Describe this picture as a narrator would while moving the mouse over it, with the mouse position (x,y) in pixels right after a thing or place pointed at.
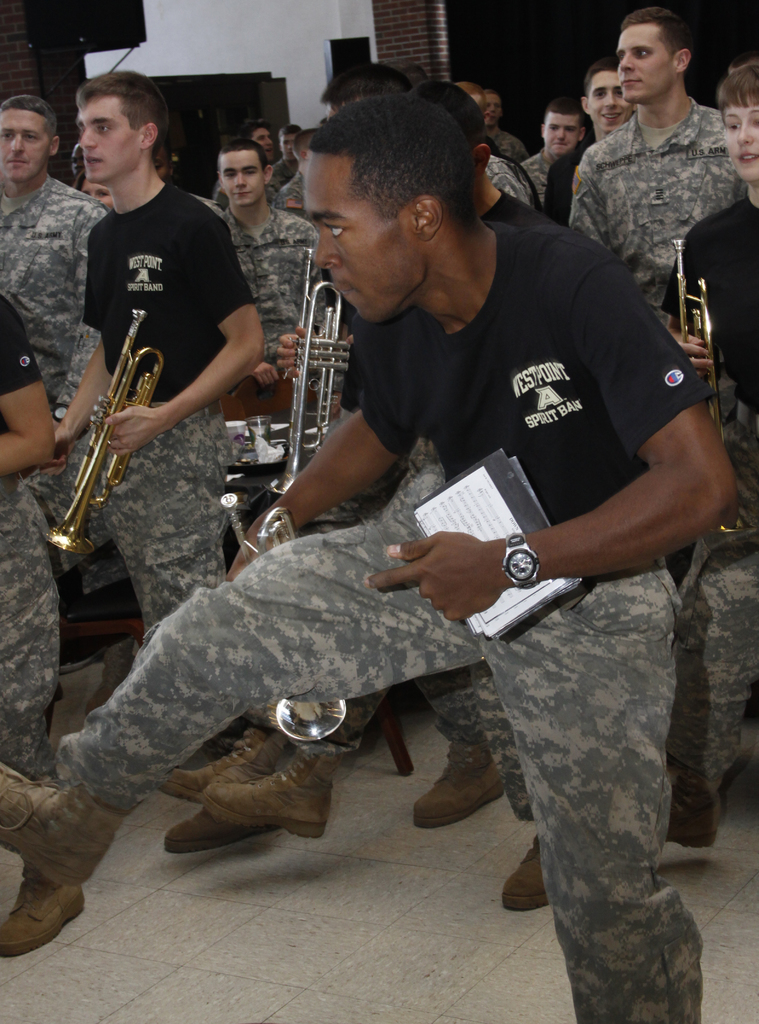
In this picture we can see a few people (375,361) are holding musical instruments (301,358) in their hands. There is a loudspeaker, wall (287,59) in the background (236,46).
